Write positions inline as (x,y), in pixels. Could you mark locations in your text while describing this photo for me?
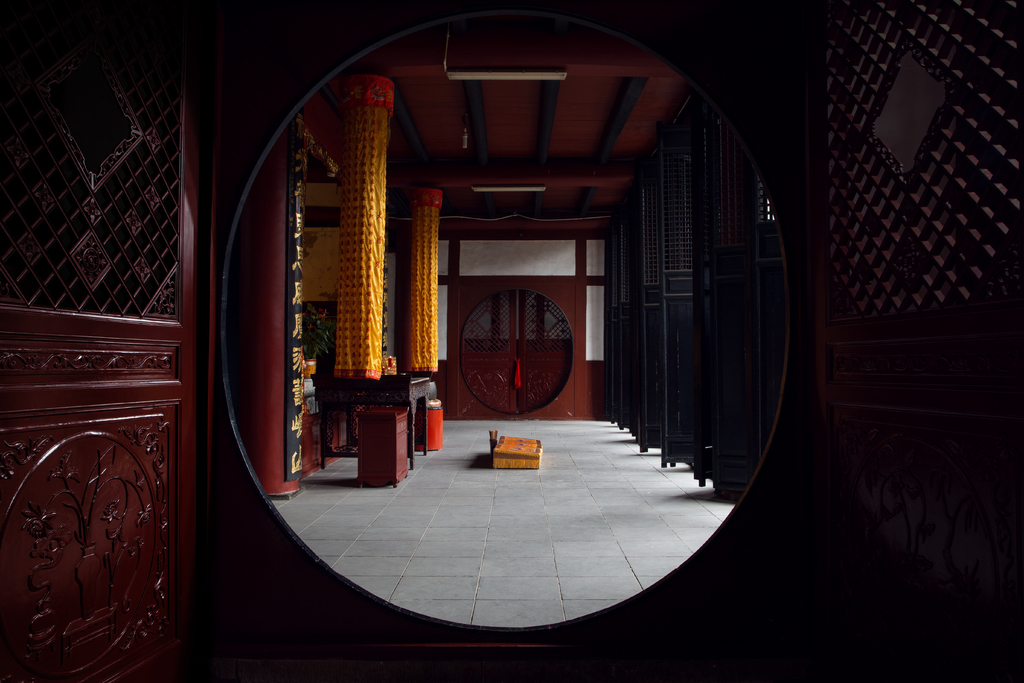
This is an inside view of a room (322,173). On the right (879,280) and left sides of the image I can see the doors (100,265). In the background (374,378) there are two pillars (421,278), a table (394,383), doors (481,367) and stools (498,455) on the floor (468,471).
